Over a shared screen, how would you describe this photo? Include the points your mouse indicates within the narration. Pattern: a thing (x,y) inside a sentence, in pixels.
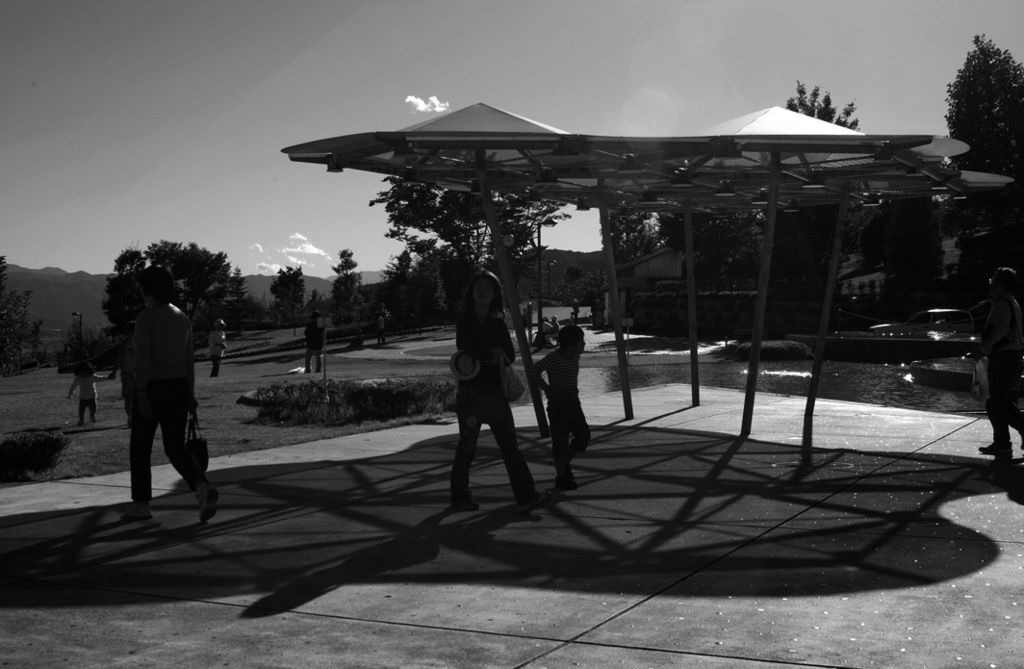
In this image there are people (467,333) walking on the ground (245,490). Behind them there is a shed (637,178). Behind the shed (627,385) there is a house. In front of the house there is a car (942,322) on the ground (651,395). In the background (176,275) there are trees (359,294) and mountains (269,284). There are plants (305,406) and grass (72,427) on the ground (402,371). At the top (422,102) there is the sky (581,87).
